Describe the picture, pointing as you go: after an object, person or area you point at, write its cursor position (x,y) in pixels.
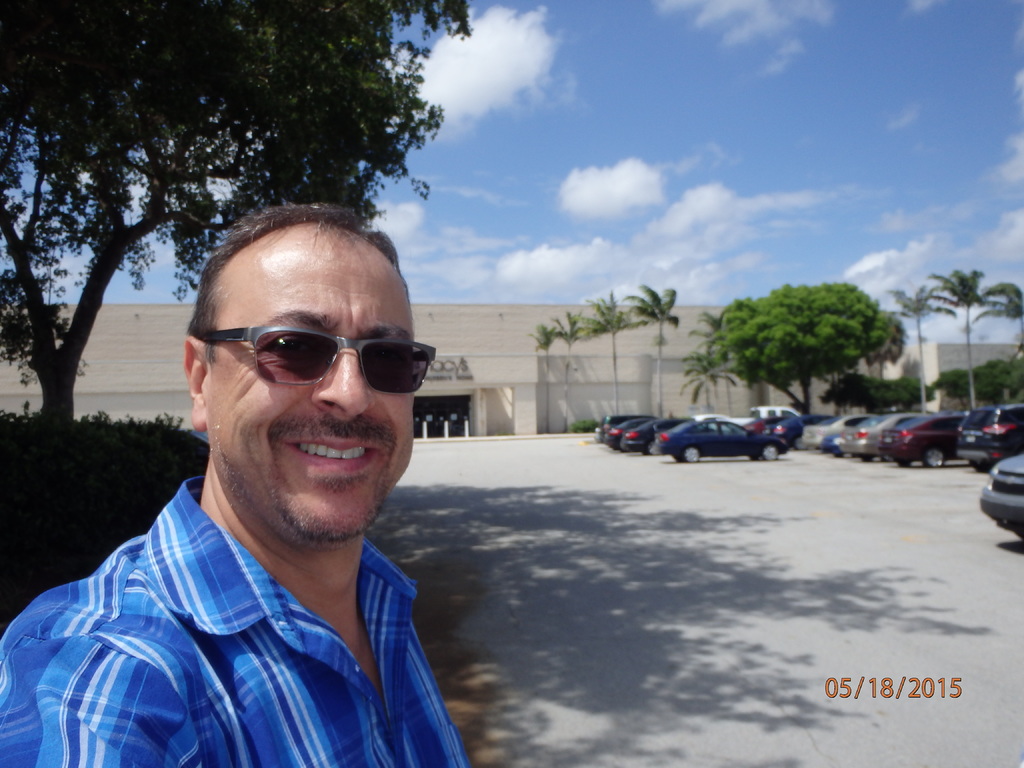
In the picture I can see a man (287,599) is standing and smiling. The man (313,555) is wearing a blue color shirt (191,665) and shades (312,362). In the background (719,334) I can see buildings (598,380), vehicles (891,430), trees (749,376), poles (426,439) and the sky (546,155). On the bottom right of the image (840,696) I can see a watermark (843,683).
